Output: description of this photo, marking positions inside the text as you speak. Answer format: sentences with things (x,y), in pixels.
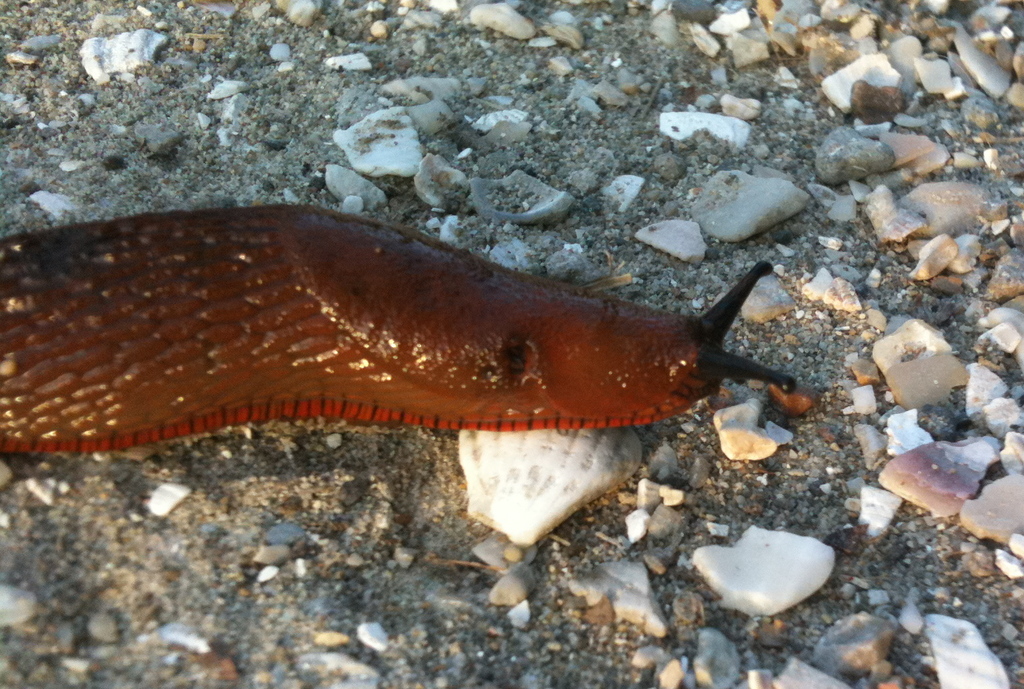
In the center of the image (449,302) we can see an animal (364,299). In the background of the image (50,145) we can see ground (403,586) and some stones (539,447).
